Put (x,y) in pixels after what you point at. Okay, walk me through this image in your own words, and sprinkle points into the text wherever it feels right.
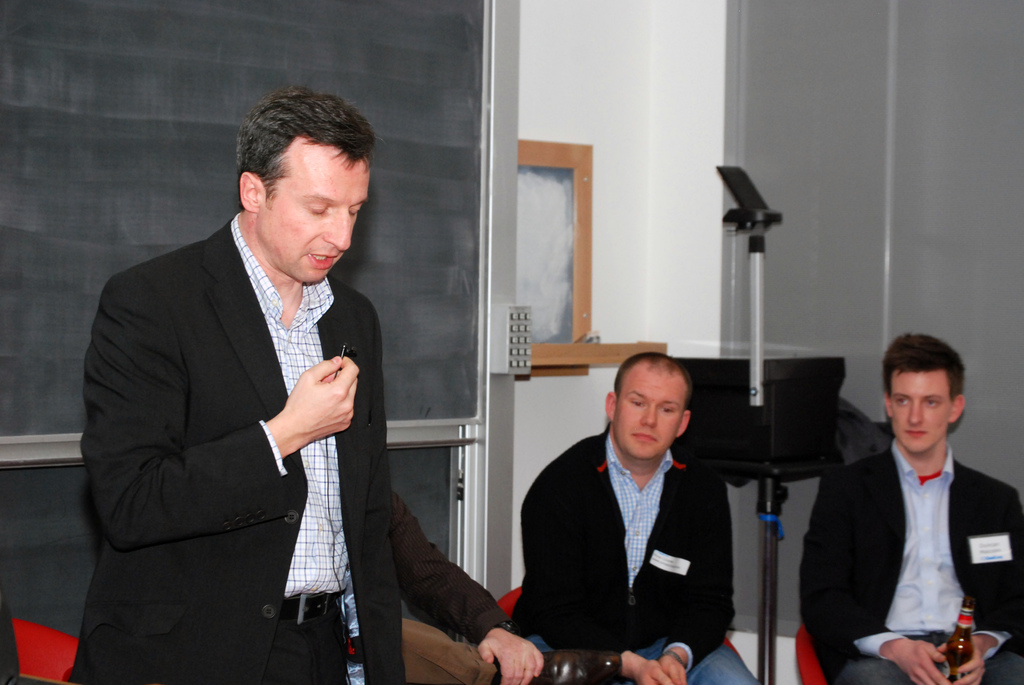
In this picture I can observe three men (651,478). Two of them (617,560) are sitting in the chairs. One of them (257,187) is standing on the left side (264,453). They are wearing coats (563,536). On the left side (103,204) I can observe a board (406,192). In the background (612,49) there is a wall (603,60).
